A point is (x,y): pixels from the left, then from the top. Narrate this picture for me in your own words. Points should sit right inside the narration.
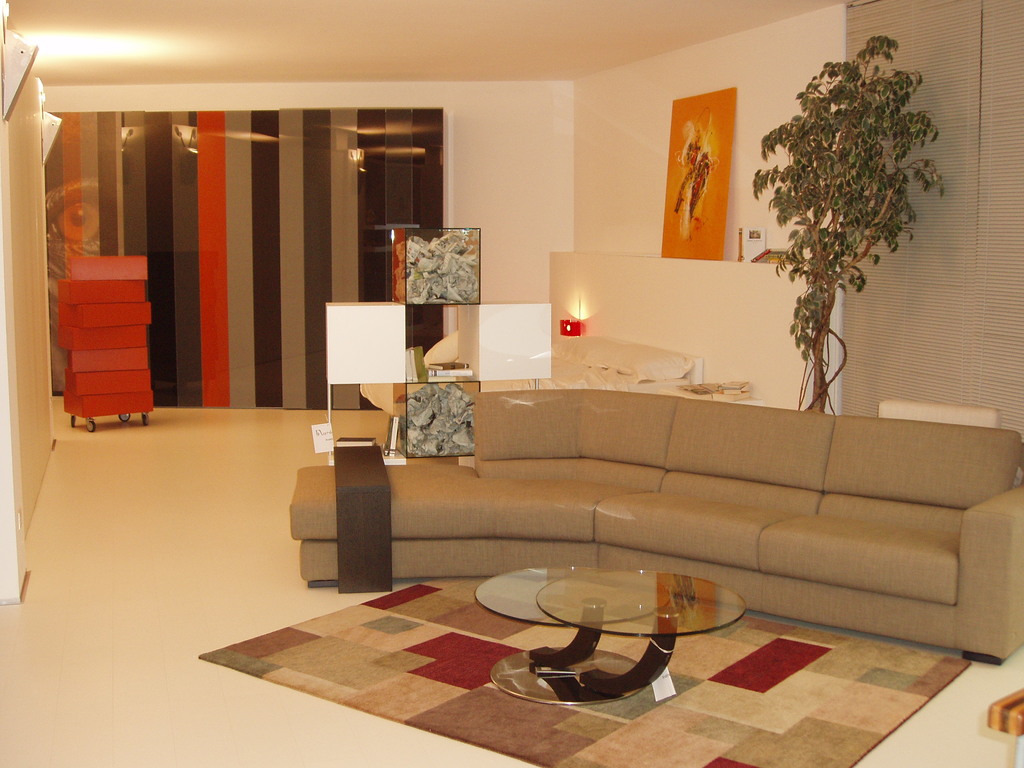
There is a sofa (767,489) which has a glass table (633,583) in front of it and there is a tree (828,231) behind the sofa (784,489) and the background wall (564,142) is white in color.
